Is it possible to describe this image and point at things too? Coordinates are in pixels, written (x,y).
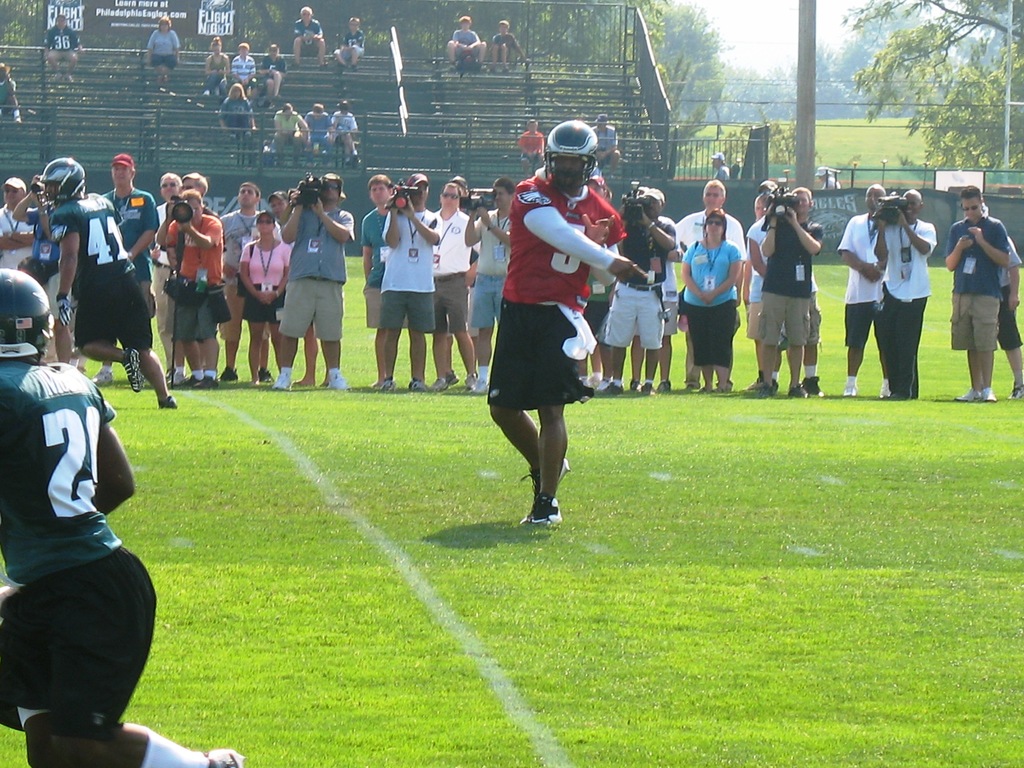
In this image I can see a person (541,263) wearing red, white and black colored dress (541,336) and helmet (550,176) is standing. I can see another person (125,624) wearing green and black colored dress (123,623) is standing. In the background (163,327) I can see number of persons (248,273) are standing, few of them are holding cameras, few stairs (147,156) and few persons (502,39) sitting on them, few trees (831,90), the ground (829,132) and the sky (790,43).
